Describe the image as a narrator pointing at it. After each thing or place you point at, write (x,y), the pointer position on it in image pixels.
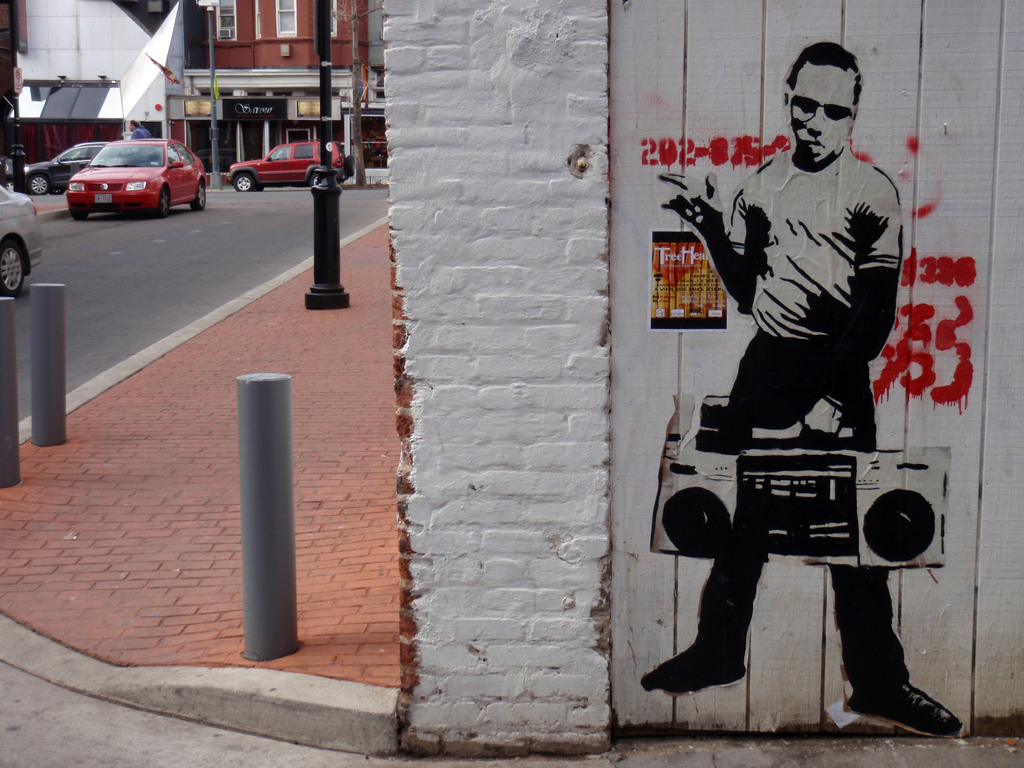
On the left (168,283) we can see vehicles (189,167) on the road (74,240), buildings (62,131), windows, poles (12,8), flags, a name board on the wall (150,116) and other objects (78,103). On the right (764,268) we can see a drawing (798,236) and a poster (690,276) on the wooden board (691,131) and this is wall (542,365).
